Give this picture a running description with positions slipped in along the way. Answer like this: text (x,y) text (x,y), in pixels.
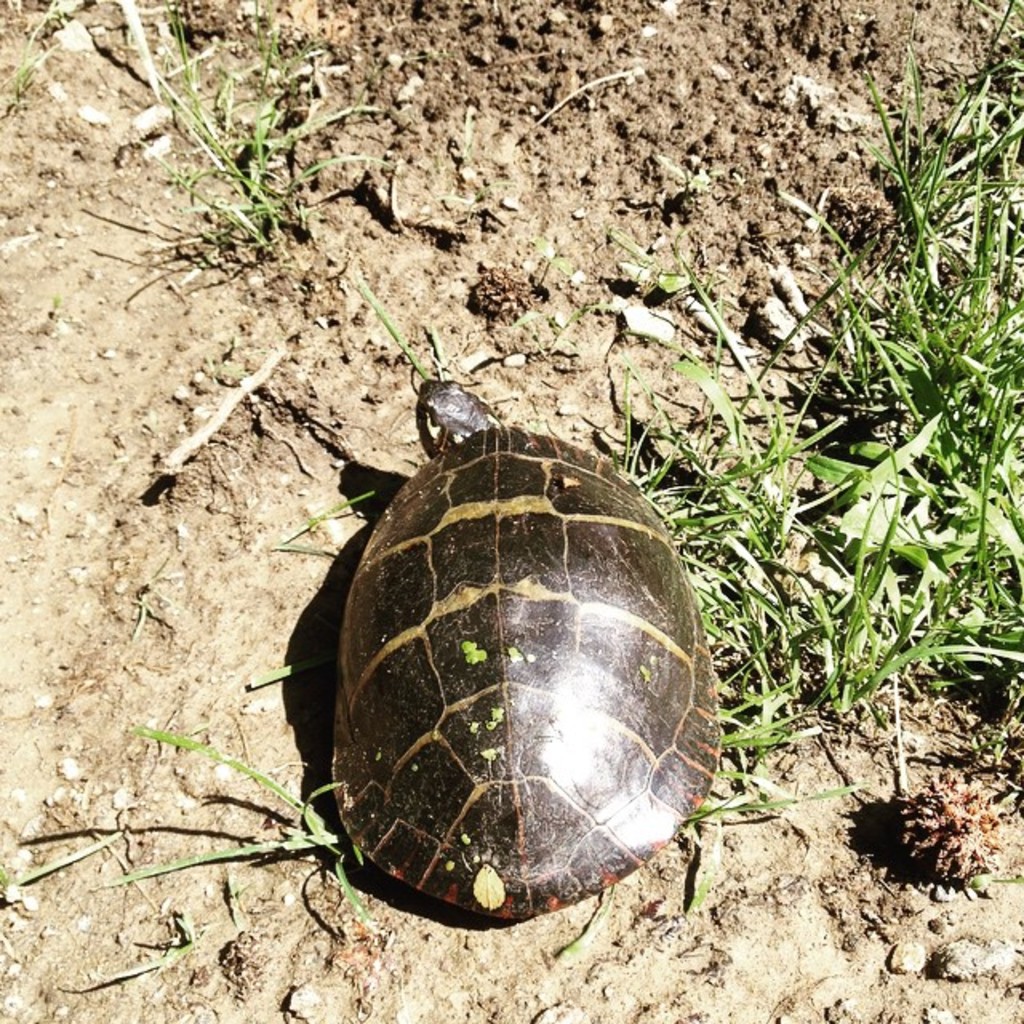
In the image there is a tortoise (707,685) on the ground (718,249) and around the tortoise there is grass (858,349).
